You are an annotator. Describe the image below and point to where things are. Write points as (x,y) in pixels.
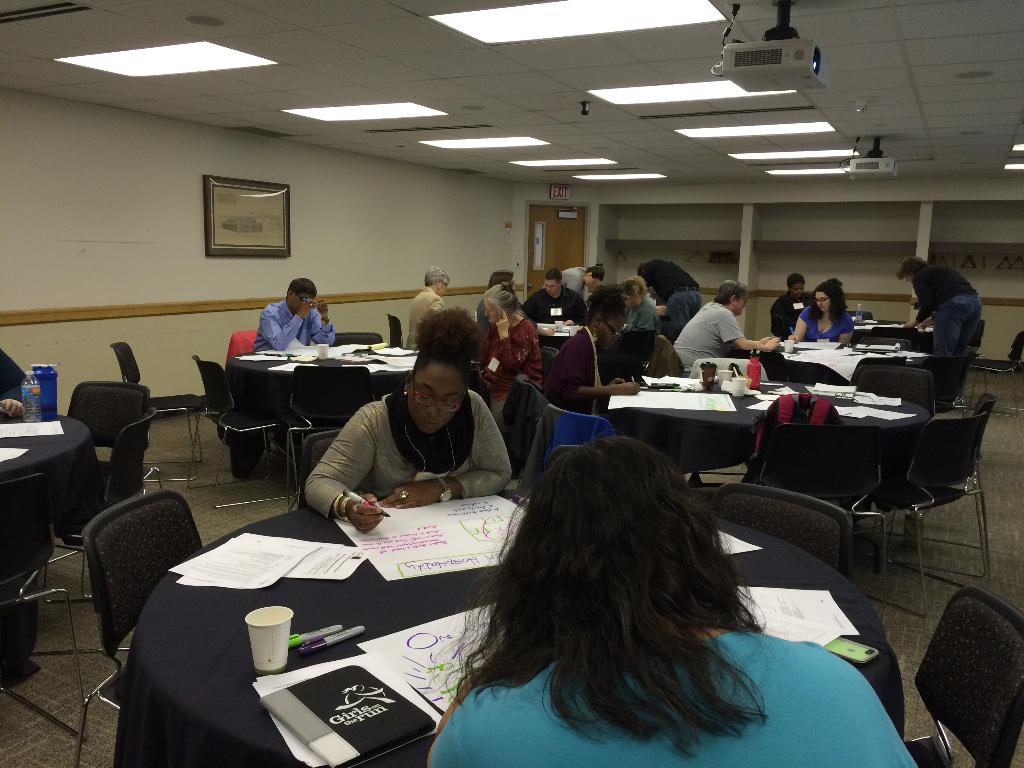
In this image i can see there are group of people (470,482) were sitting on a chair (884,540) in front of a table (348,604). On the table (319,660) we have a cup (270,642), few papers (339,566) and other objects (345,636) on it.
